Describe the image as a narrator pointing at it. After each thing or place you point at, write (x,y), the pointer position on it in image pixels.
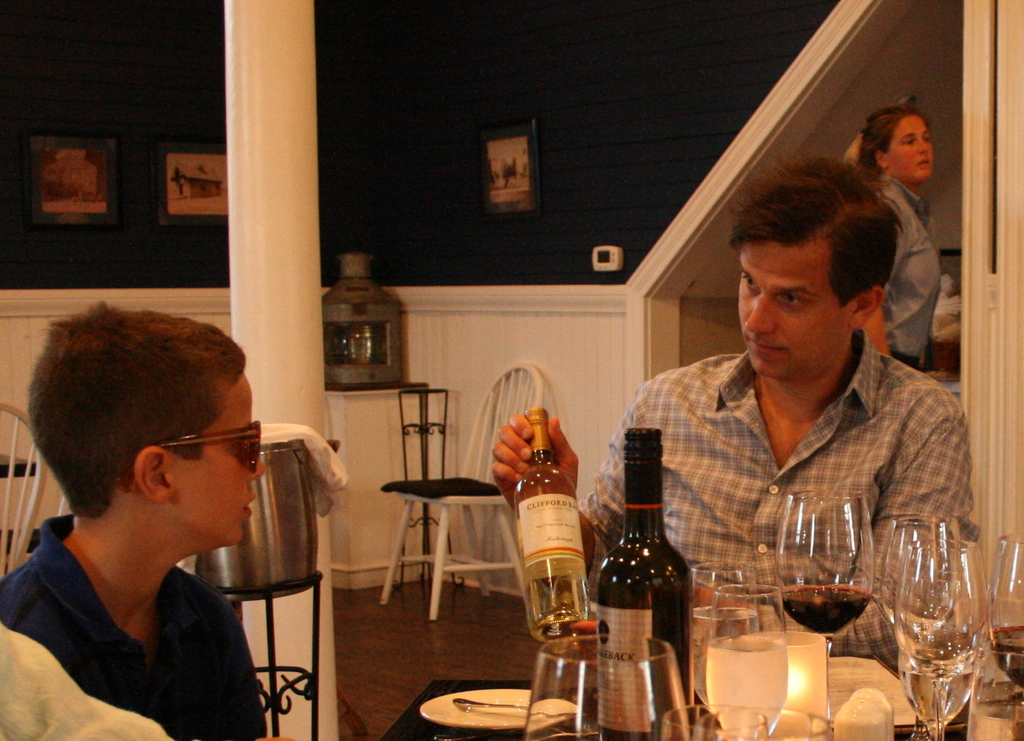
In the image we see there are people (675,544) who are sitting on the chair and in front of them there is a table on which there is a wine bottle (662,575) and a wine glass (832,632) and behind them there is a woman (922,214) who is standing here.
